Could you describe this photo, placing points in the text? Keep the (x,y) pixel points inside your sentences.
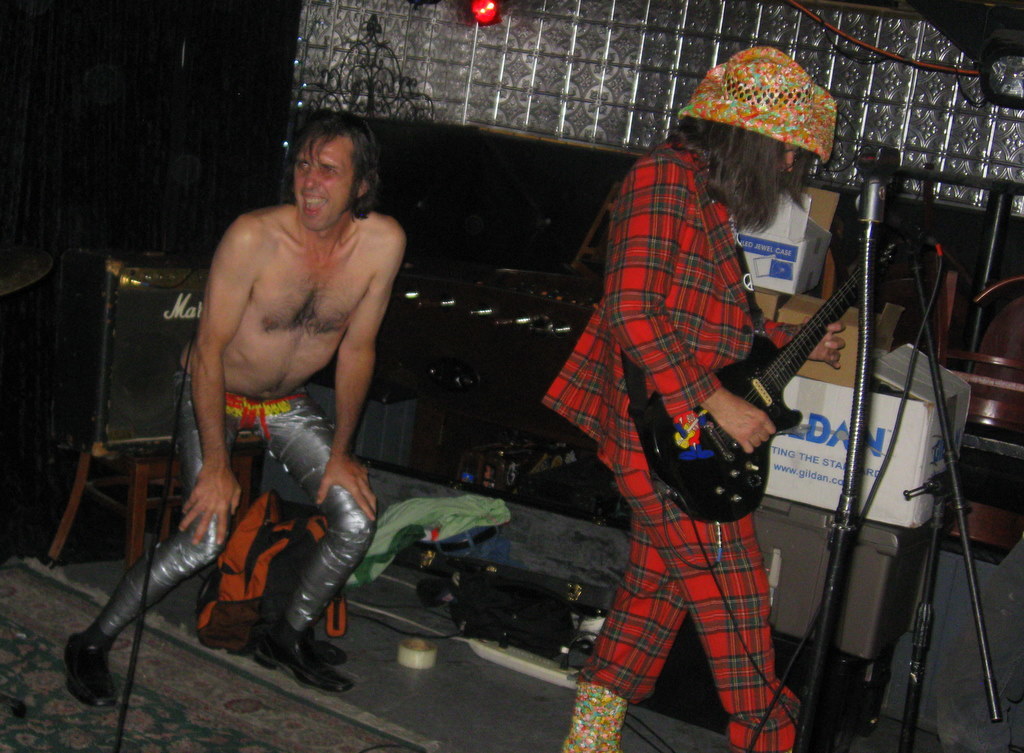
There is a man (679,221) who is wearing a checked suit (690,524) and a floral cap (749,96). He is playing a guitar (839,288). In front of him there is a microphone (901,227) which is attached to a stand (934,483). Beside him there are cartons (828,416) and a plastic box (800,539). Behind the person (732,95) there is another man (225,490), who is in a squat position. He is not wearing a shirt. A bag (294,520) is there behind him, clothes (379,553) are beside him. On the floor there is a carpet (70,698). Behind that person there is a speaker (129,410) on a table (139,508). There is a curtain (71,151) and there is glass wall (630,59) with a red light (485,10). There is music equipment (476,329).
